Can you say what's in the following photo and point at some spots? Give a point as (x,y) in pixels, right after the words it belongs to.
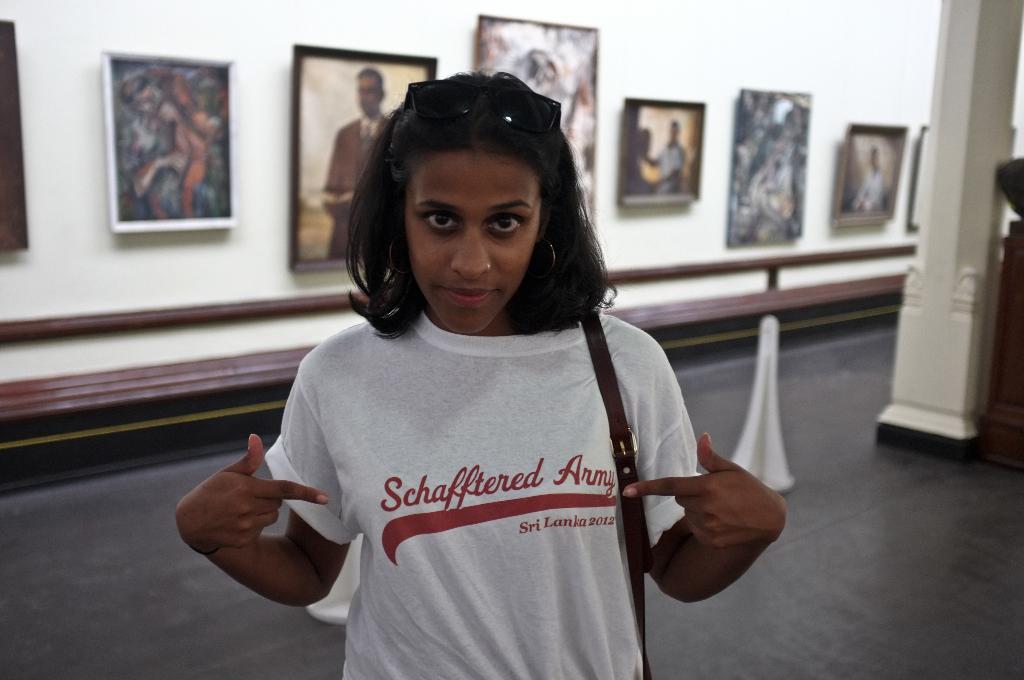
In this image there is a lady (540,535) standing. On the right (948,350) there is a pillar (949,376). In the background (365,45) there is a wall (91,160) and we can see photo frames (176,182) placed on the wall (606,105).
